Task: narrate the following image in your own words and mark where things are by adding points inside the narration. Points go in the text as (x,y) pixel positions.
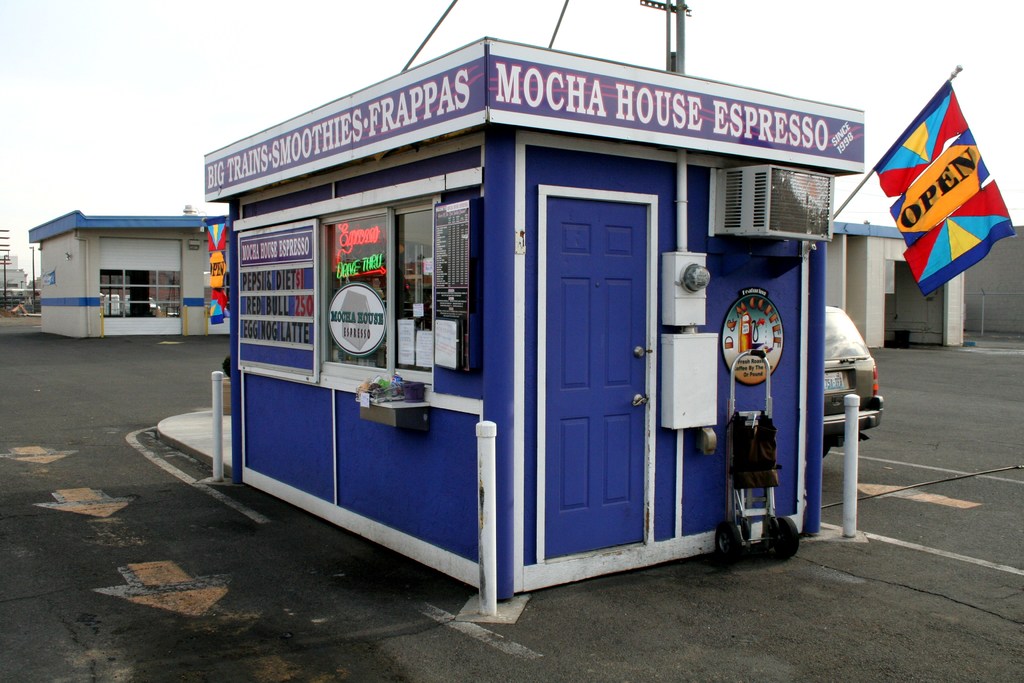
In the foreground (353,182) I can see a food stall (563,376), flag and a car (840,415) on the road (887,431). In the background (794,26) I can see the sky (248,2). This image is taken during a day.
